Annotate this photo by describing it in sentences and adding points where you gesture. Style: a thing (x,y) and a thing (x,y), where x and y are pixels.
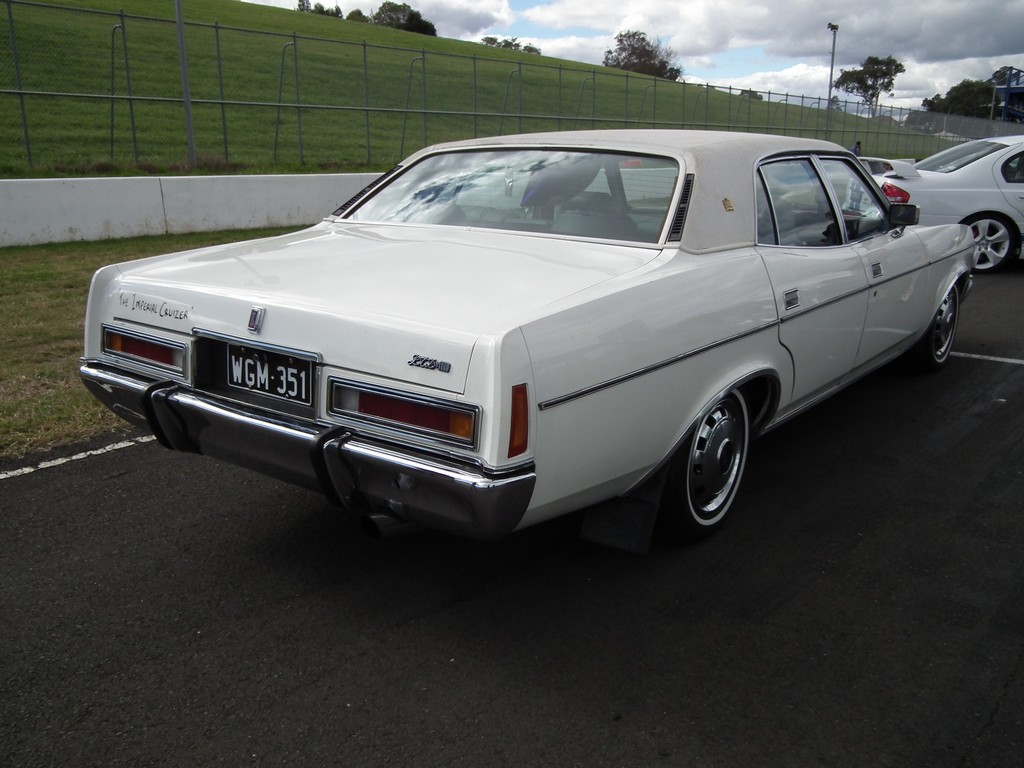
In this image I can see the vehicles (867,303) on the road (761,618). To the side of the road (373,591) I can see the railing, grass (429,99) and the poles (684,106). In the background (787,78) I can see many trees (642,63), clouds (547,46) and the sky (601,53).
